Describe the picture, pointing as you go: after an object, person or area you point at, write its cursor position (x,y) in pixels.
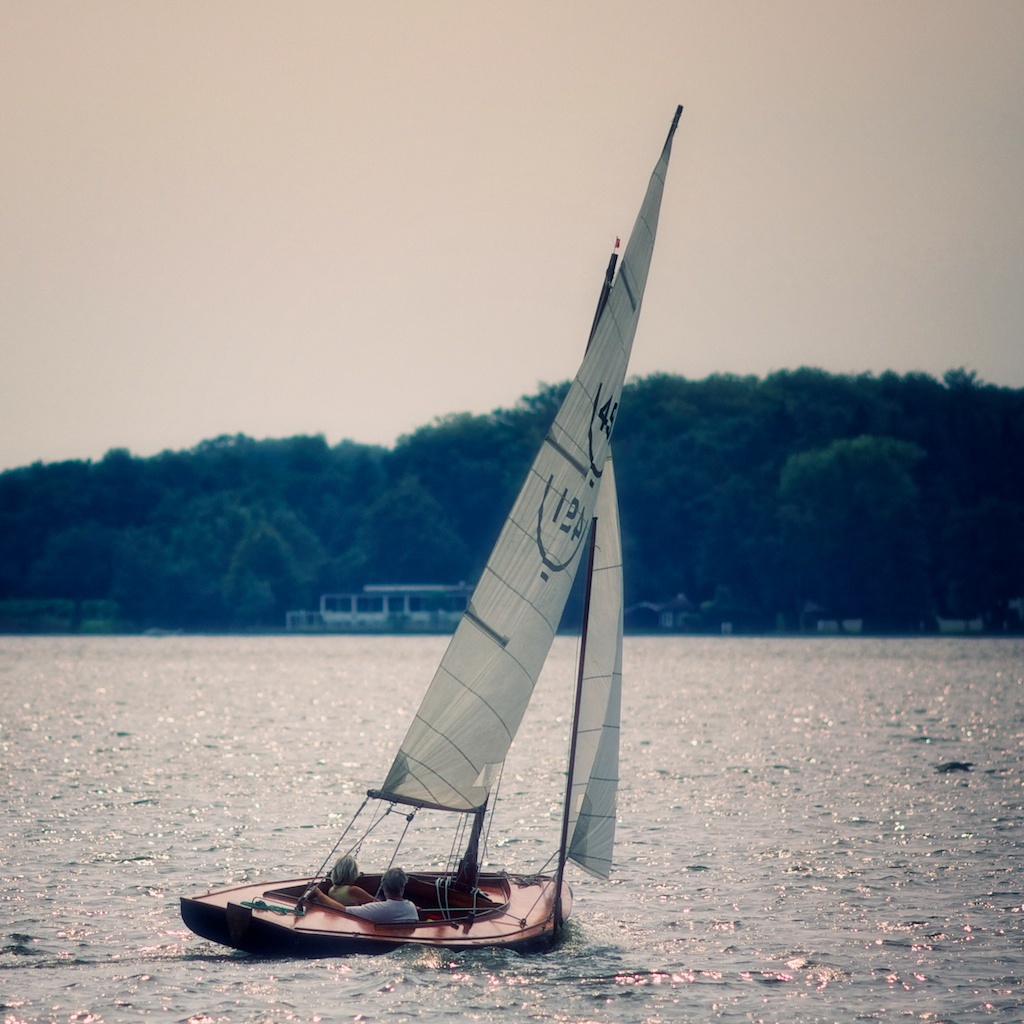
In this image we can see two persons (376,902) sitting in a sailboat (467,900) placed in water (300,1004). In the background (655,625), we can see a building (402,619), group of trees (723,507) and sky (499,190).
